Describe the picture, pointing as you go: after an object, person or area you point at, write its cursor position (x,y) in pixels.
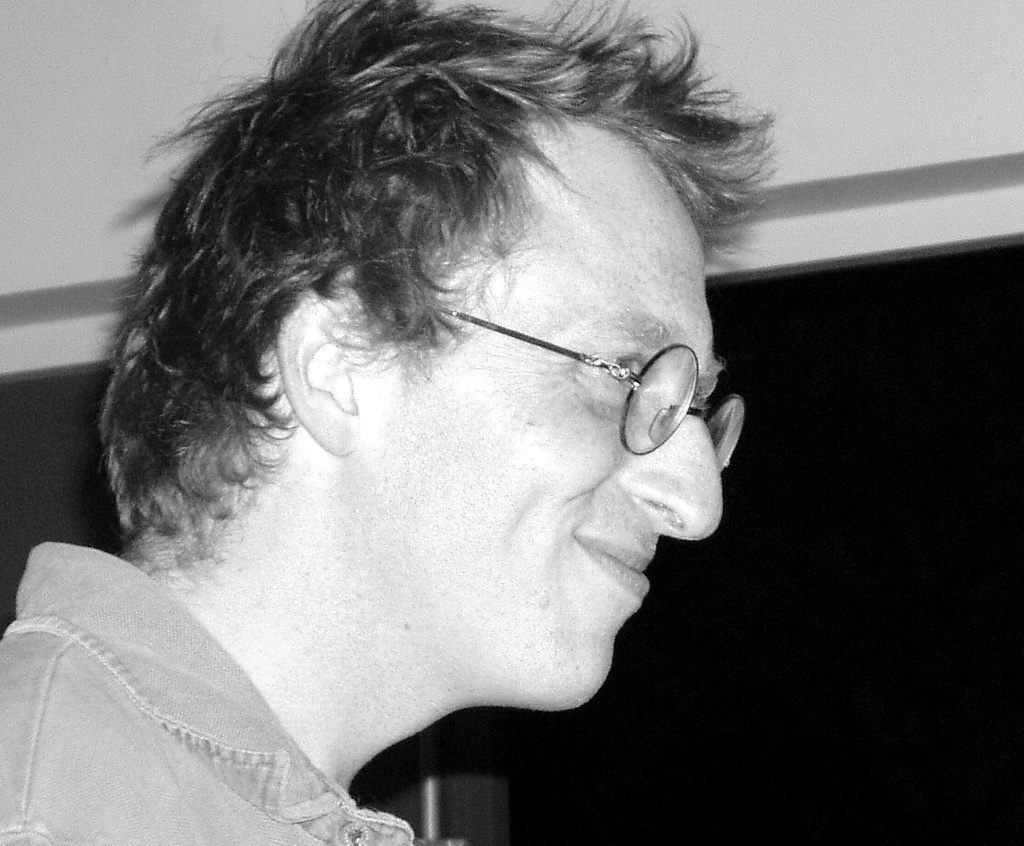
This is a black and white image where we can see there is a person (277,467) smiling and wearing specs (646,420).
